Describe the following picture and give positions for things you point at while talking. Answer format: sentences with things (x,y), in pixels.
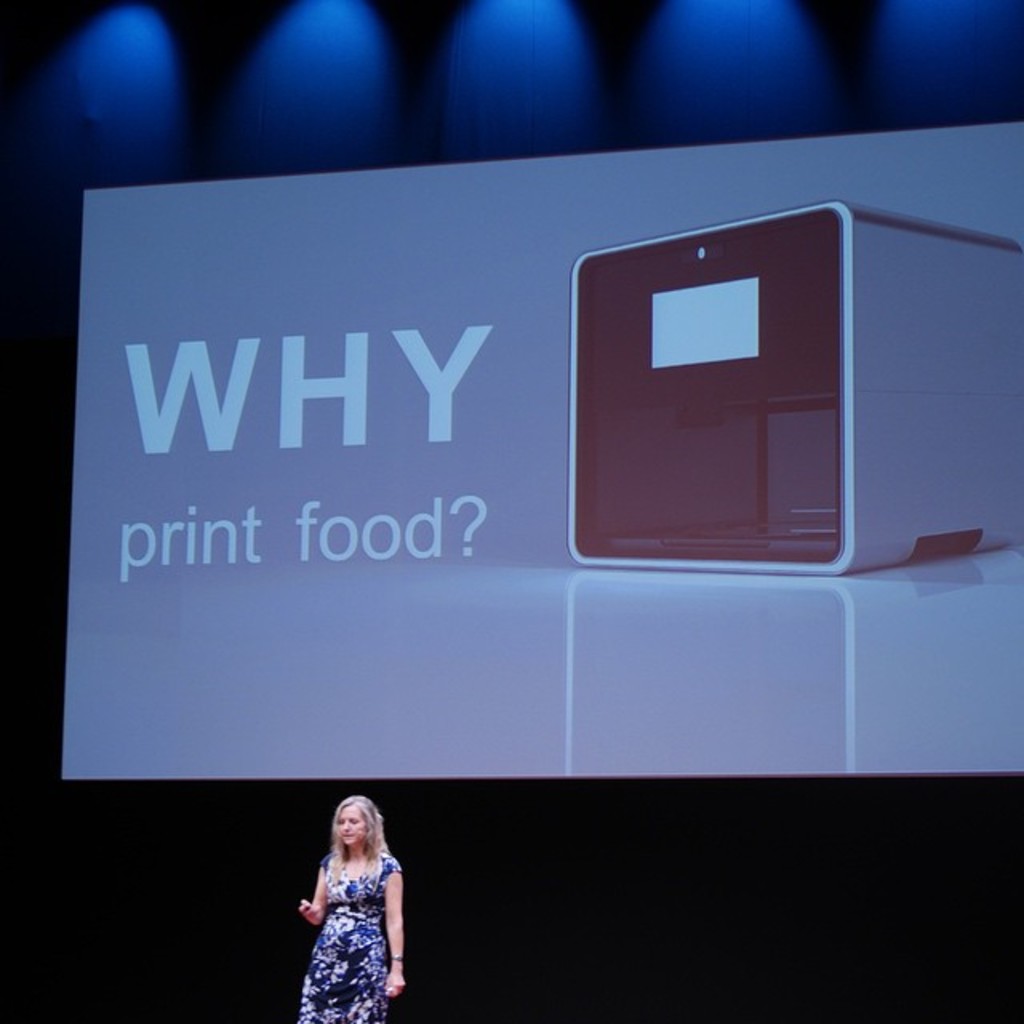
In the picture we can see a woman (353,966) standing and giving a seminar and she is with blue dress (350,983) and some designs (350,979) on it and behind her we can see a screen (168,667) on it we can see Why print food? And on the top of it, we can see blue color lights (532,126).
